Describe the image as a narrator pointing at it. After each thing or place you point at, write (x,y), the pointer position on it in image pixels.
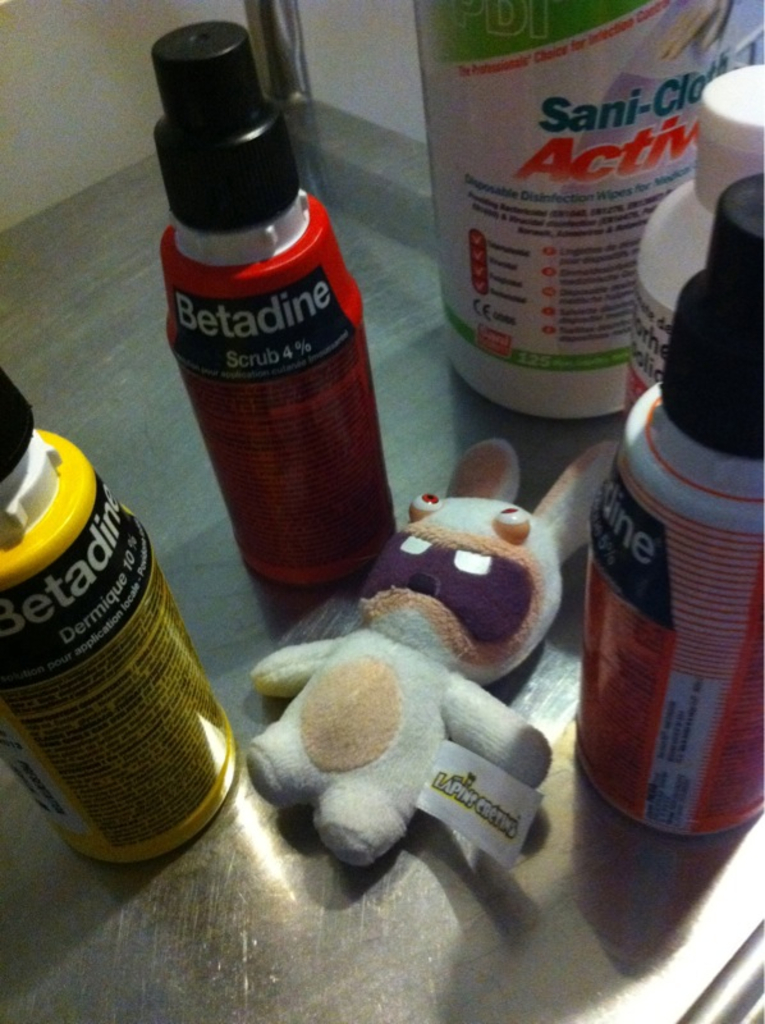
In this picture we can see a toy (441,524) and bottles (280,398) around it and this are some chemical bottles (526,178) and placed on a metal surface (210,653).
